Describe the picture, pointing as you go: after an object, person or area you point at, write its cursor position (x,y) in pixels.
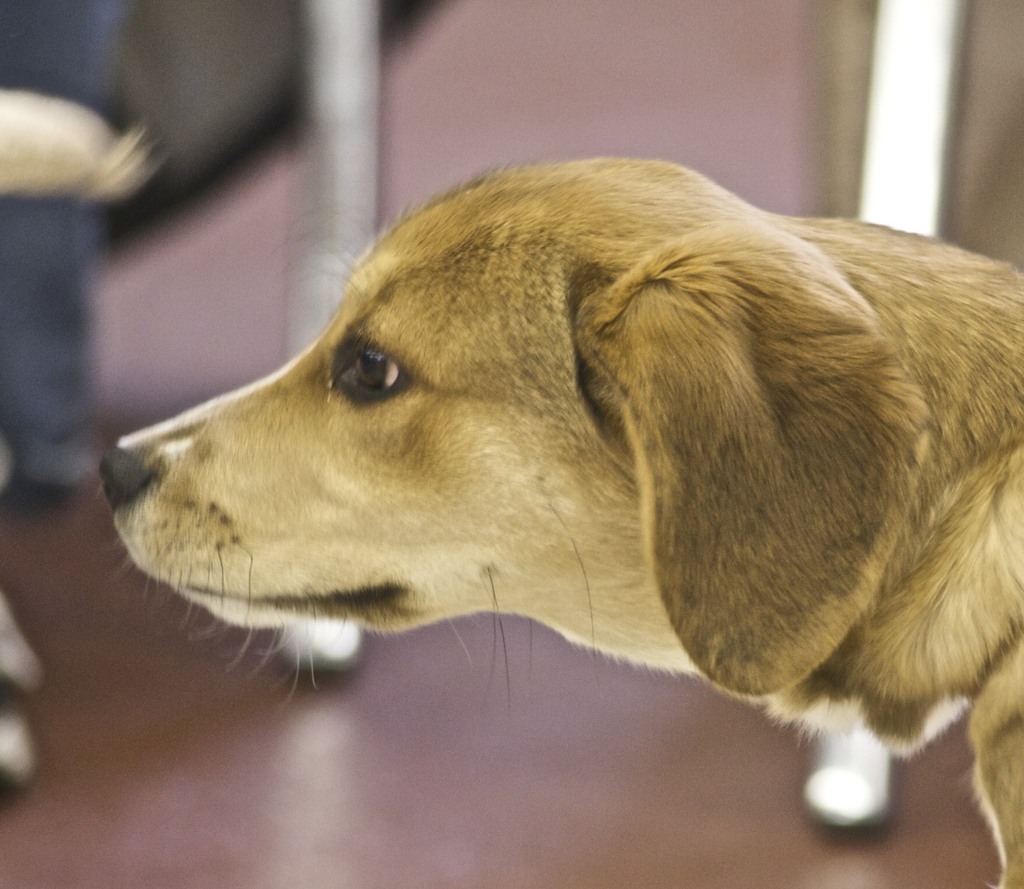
Background (998,30) portion of the picture is blur. This picture is mainly highlighted with a dog (556,445).
